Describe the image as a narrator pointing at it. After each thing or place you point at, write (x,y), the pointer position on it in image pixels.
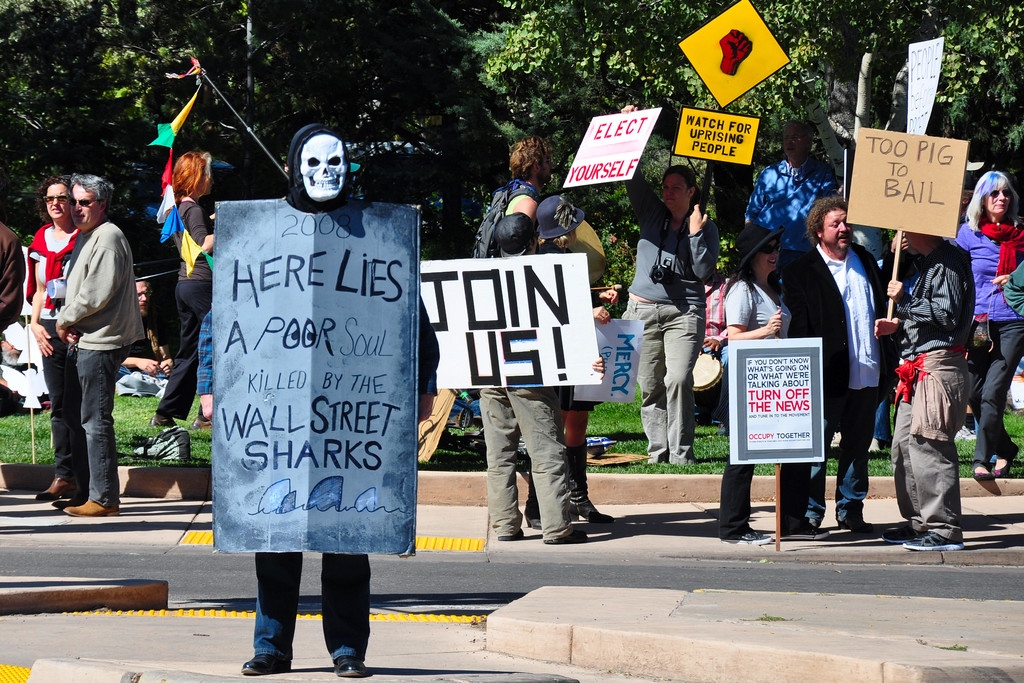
In the foreground (247,442) I can see a crowd (645,428), wearing a mask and holding boards (299,455) in their hand (426,404) are standing on the road (540,584). In the background (391,129) I can see trees (842,172). This image is taken during a sunny day.
